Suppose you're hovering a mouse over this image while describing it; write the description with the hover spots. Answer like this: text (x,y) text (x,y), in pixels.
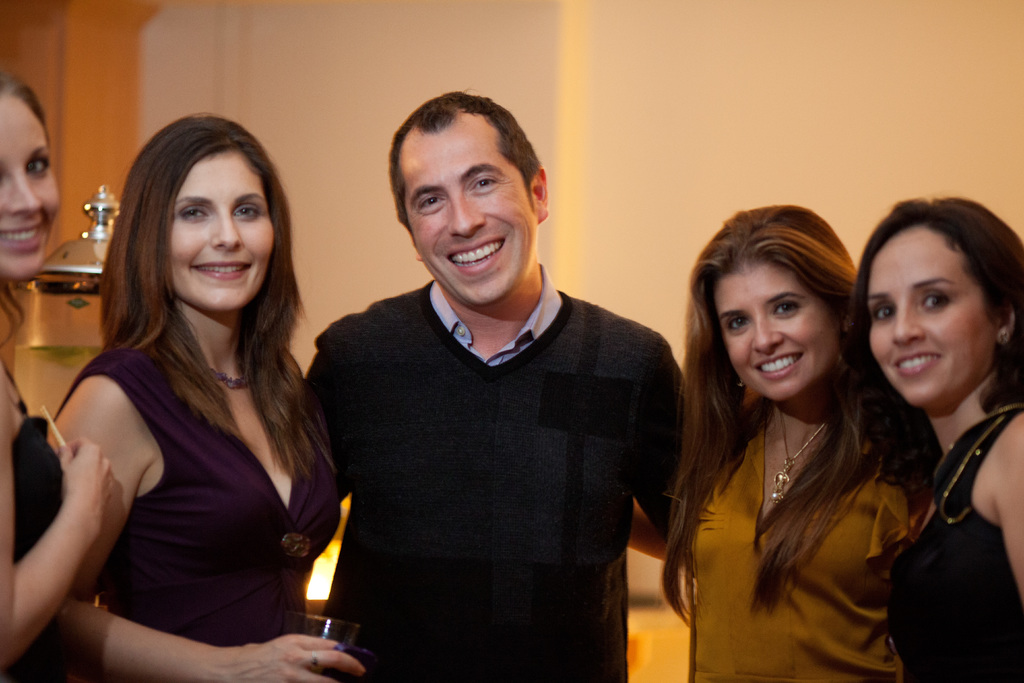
In the center of the image (424,307) we can see a man (504,171) standing and smiling. We can also see four women (88,557) smiling. We can also see the glass (330,635), an object (46,335) and also the wall (201,72) in the background (389,75).
